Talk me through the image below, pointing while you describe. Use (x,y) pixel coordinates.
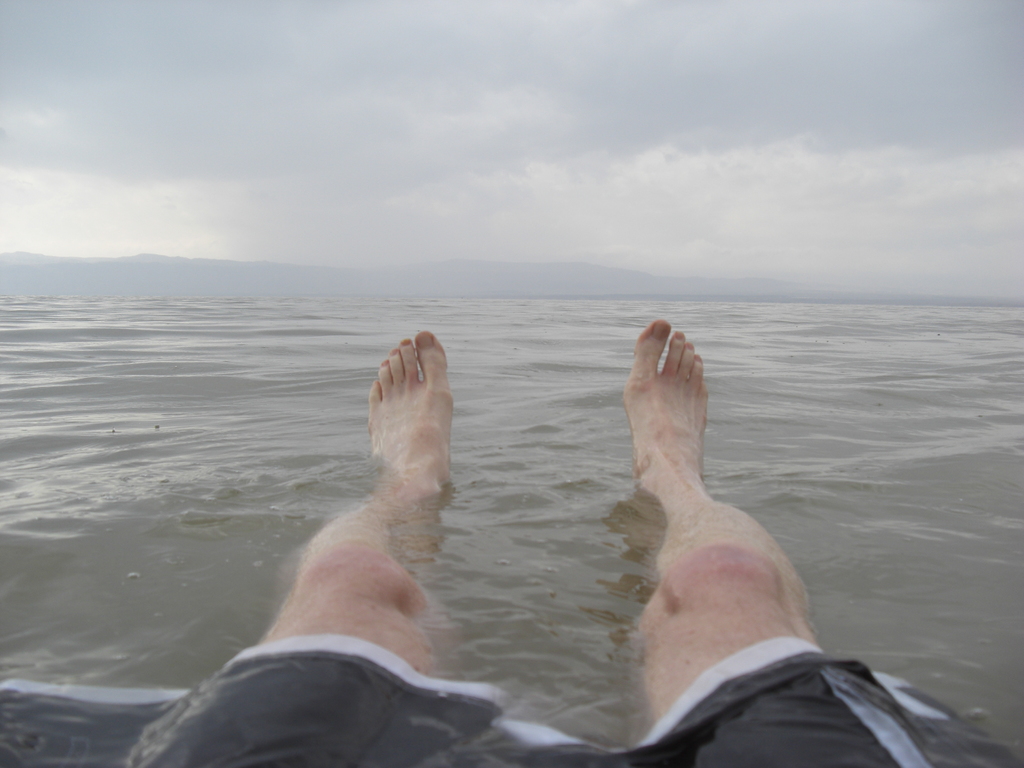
Here we can see legs (712,637) of a person (298,712) on the water (605,502). In the background (983,206) there is sky (750,212).
